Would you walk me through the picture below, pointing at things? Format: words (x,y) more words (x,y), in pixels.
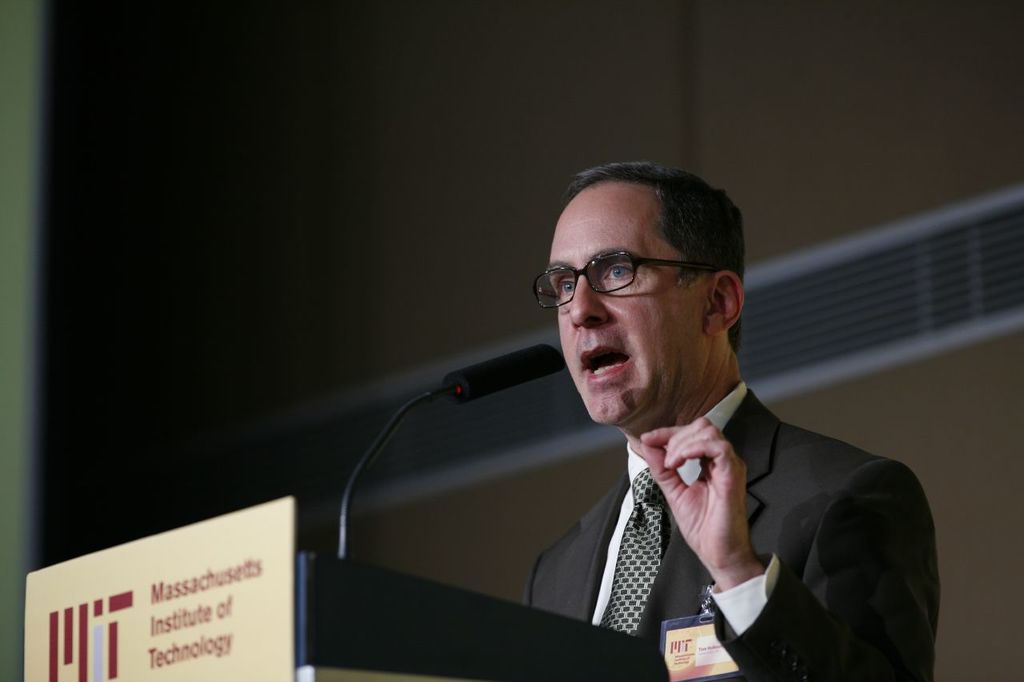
In this picture we can see a man (711,575) is speaking something, there is a podium (390,583) and a microphone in front of him, on the left side (253,599) there is a board (242,607), we can see some text (181,596) on the board (181,596), there is a blur background (190,314).
